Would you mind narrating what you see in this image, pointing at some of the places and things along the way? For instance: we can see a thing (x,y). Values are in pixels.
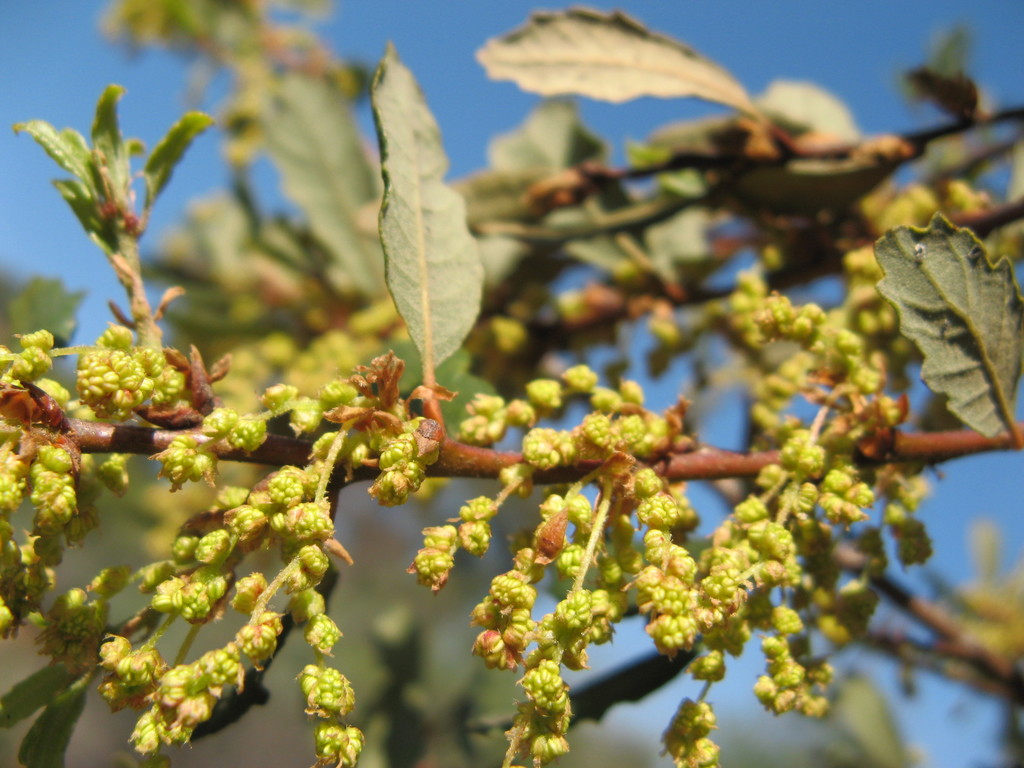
In this picture we can see buds (790,540) and leaves (403,209) and in the background (29,171) we can see the sky (428,38).
